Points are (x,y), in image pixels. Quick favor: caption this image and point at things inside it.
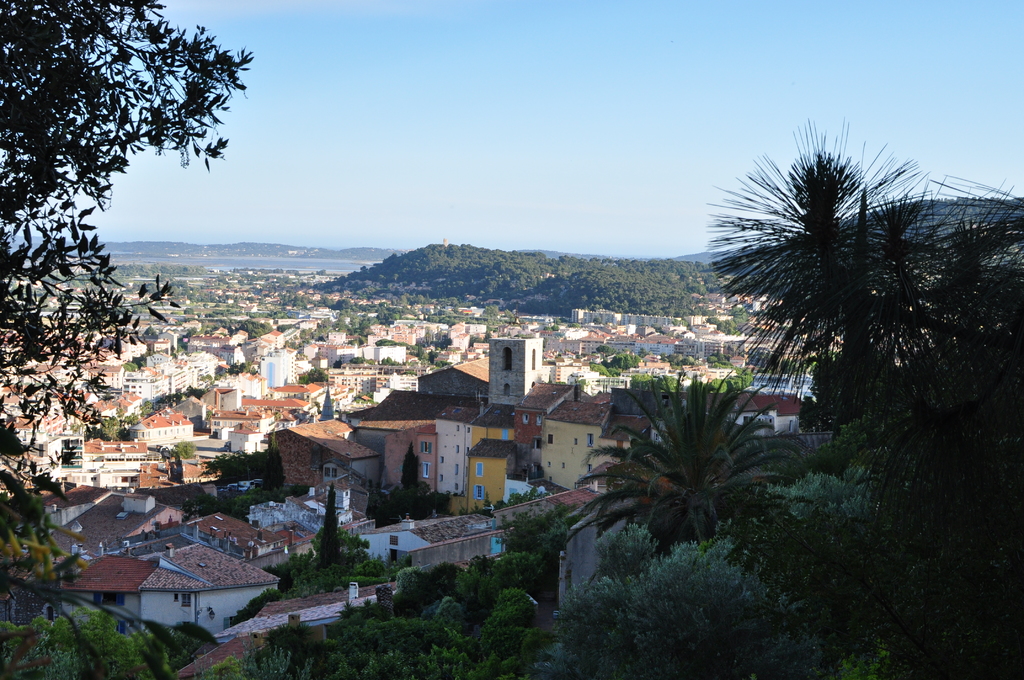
This image consists of many houses (270,347) and buildings (219,413). At the top (478,218), there is sky (85,223). On the left (163,638) and right, there are trees (1004,446). In the background (424,272), we can see mountains (512,305) covered with plants (431,246). At the top (628,81), there is sky (681,85).
